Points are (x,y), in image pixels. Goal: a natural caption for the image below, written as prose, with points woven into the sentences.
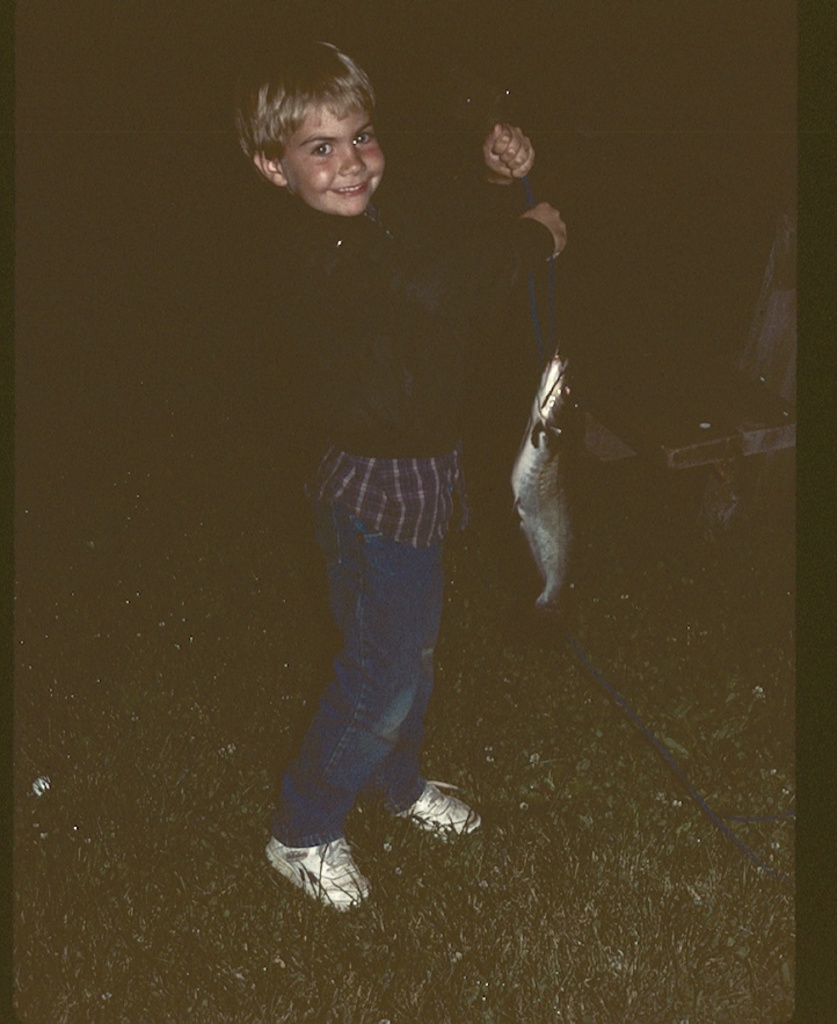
Here we can see a boy (378,485) standing on the ground (524,714) by holding a rope (535,305) in his hands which is connected to a fish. In the background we can see an object (686,416).
